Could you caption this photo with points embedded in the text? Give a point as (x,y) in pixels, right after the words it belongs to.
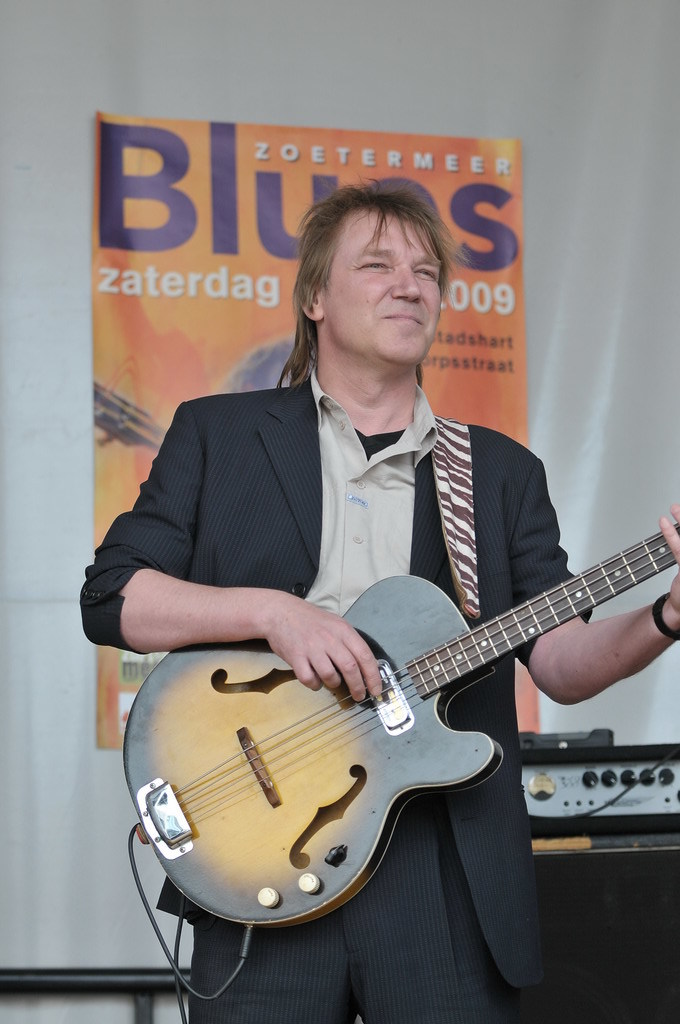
In this image man (371,570) standing in the center (394,643) holding a guitar (346,755) in his hand (362,679). In the background (205,310) there is a banner (209,317) and white colour curtain (619,226). At the right side (594,795) there is a machine (618,789) on the table (606,921).
